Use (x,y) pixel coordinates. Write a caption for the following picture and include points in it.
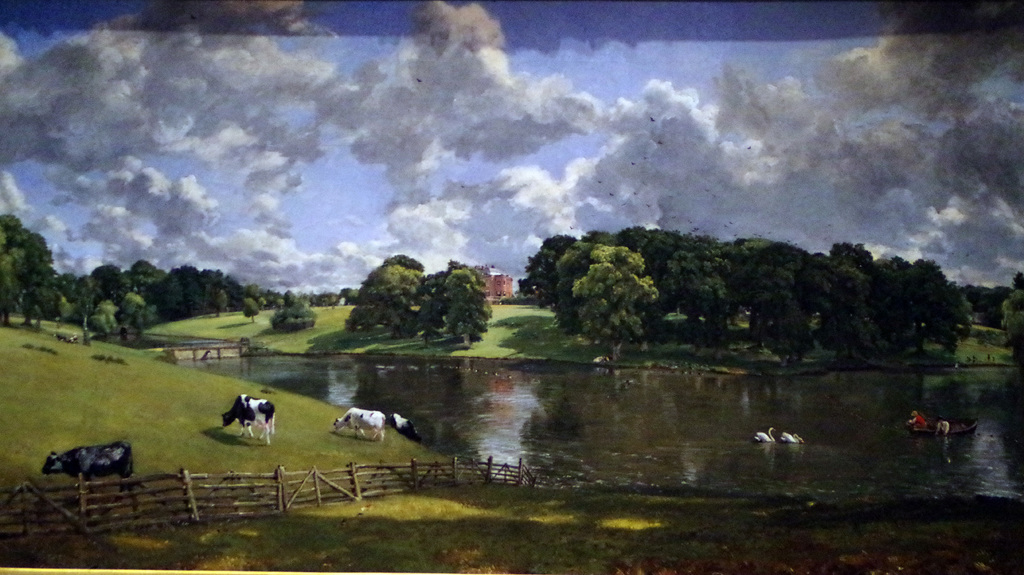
At the top of the image (190,151) we can see sky (622,101) with clouds (613,143), buildings (498,274), trees (532,278) and ground (606,344). At the bottom of the image (952,426) we can see cattle (236,419), swans (772,436), boat (938,431) and a person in it, water (626,432), wooden fence (313,466) and ground (471,534).
